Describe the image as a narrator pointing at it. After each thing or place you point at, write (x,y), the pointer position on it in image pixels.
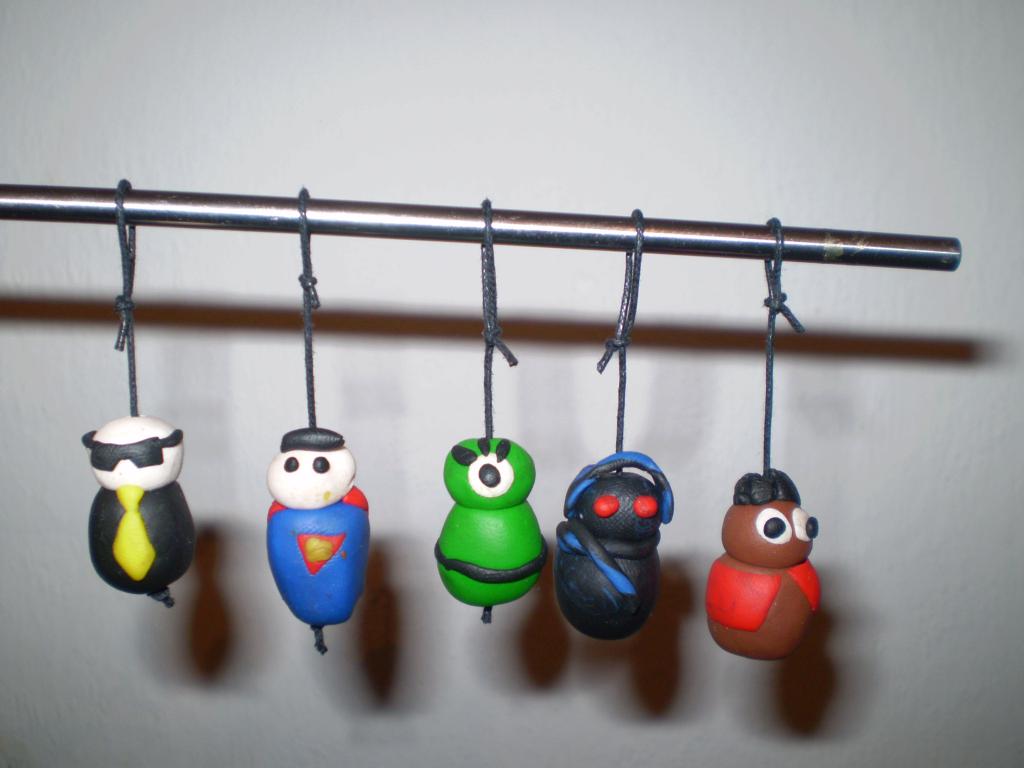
This image consists puppets (516,507) made with a clay (589,521) are tied and hanged to a rod (52,216). All the puppets (767,496) are in different color. In the background (712,540), there is a wall (967,293).
